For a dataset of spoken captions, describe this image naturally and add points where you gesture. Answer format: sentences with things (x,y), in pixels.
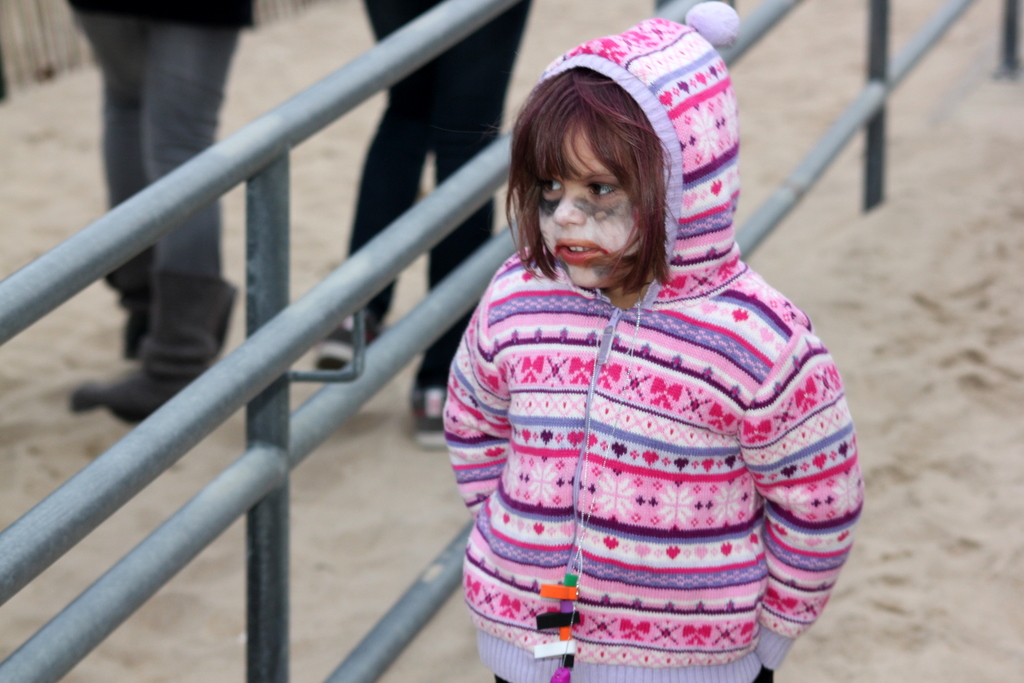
In this image, we can see a kid (645,361) wearing a coat (645,357) and we can see a halloween makeup (564,230) on the face (567,220). In the background (148,98), there are some other people (391,30) and we can see a railing (325,115). At the bottom (908,465), there is ground (835,342).
